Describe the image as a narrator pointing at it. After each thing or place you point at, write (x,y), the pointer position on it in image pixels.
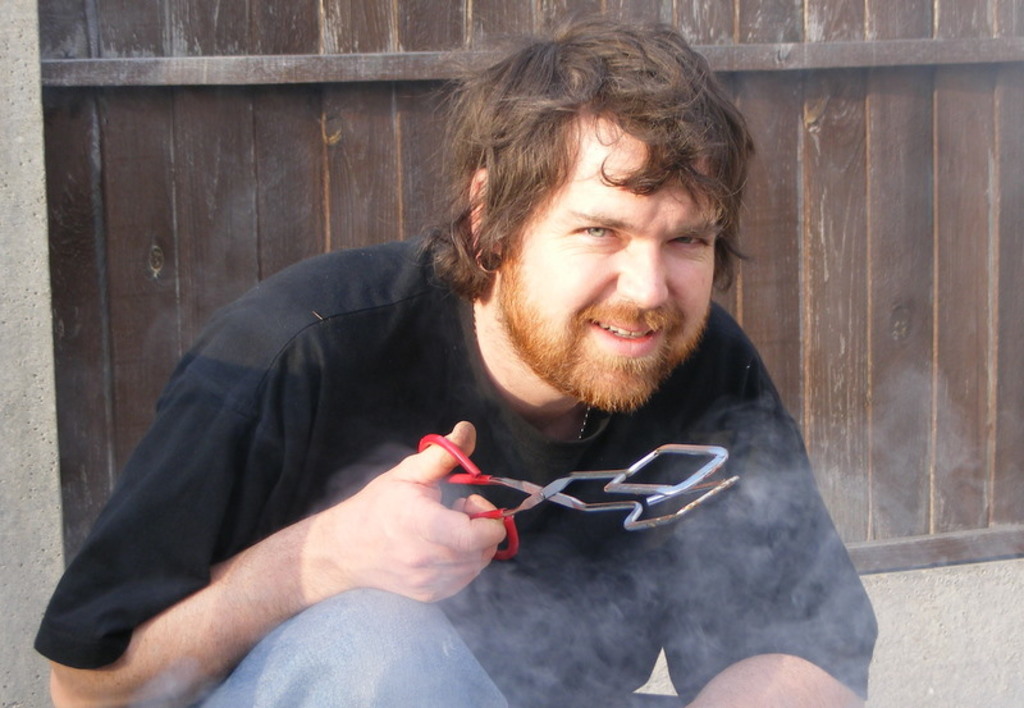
This image consists of a man (463,620) sitting on the ground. He is wearing a black T-shirt (282,479). He is holding a tongs (469,466). In the background (913,174), there is a wall (134,108) made up of wood (212,163). At the bottom (956,596), there is ground (1012,636).
